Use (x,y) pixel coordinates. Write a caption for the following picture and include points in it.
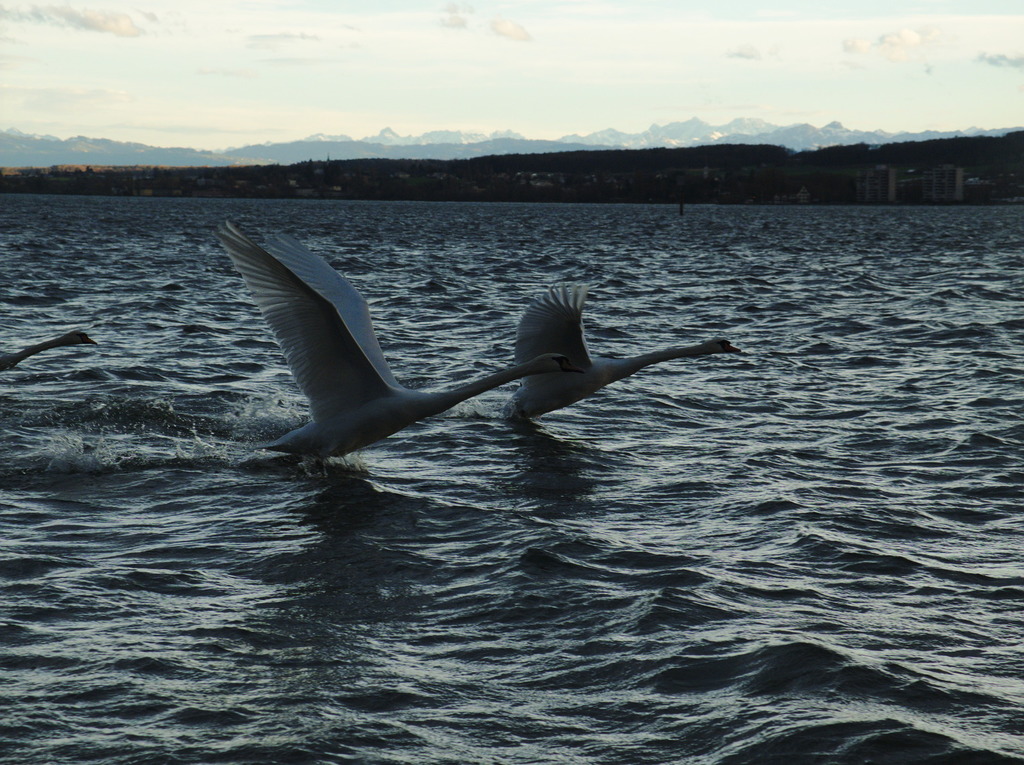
In this image, we can see swans (535,340) in the water (508,573).
